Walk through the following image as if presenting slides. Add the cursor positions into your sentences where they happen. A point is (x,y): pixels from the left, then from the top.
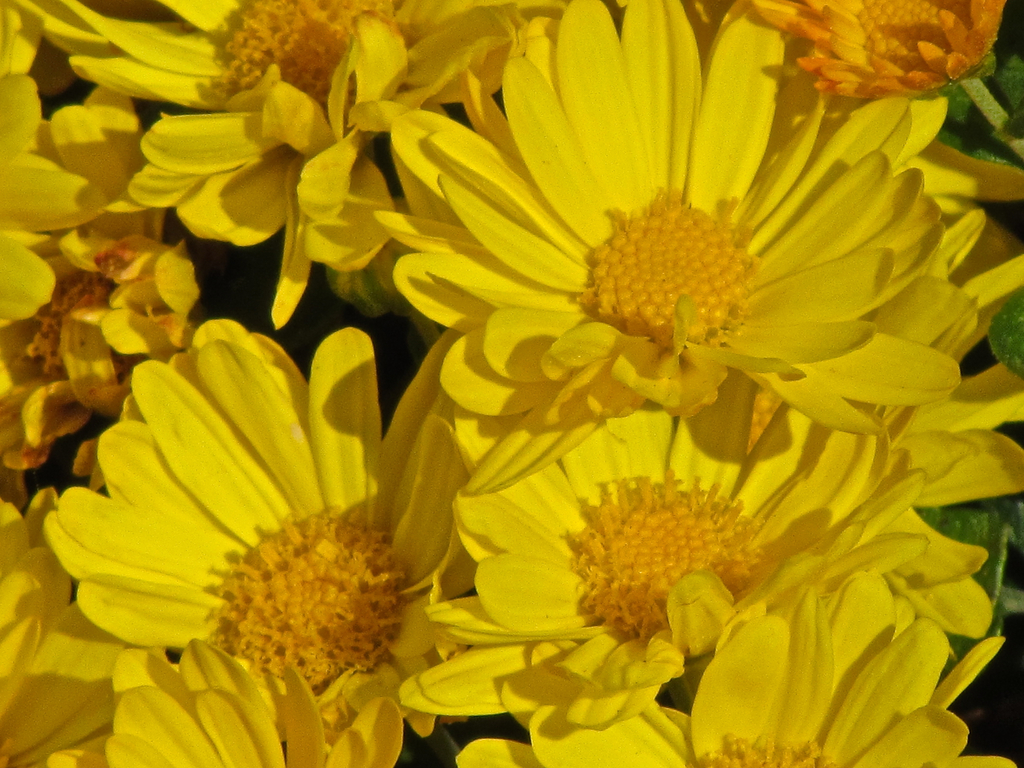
In the picture we can see a bunch of flowers (423,470) which are yellow in color with petals (848,272).
